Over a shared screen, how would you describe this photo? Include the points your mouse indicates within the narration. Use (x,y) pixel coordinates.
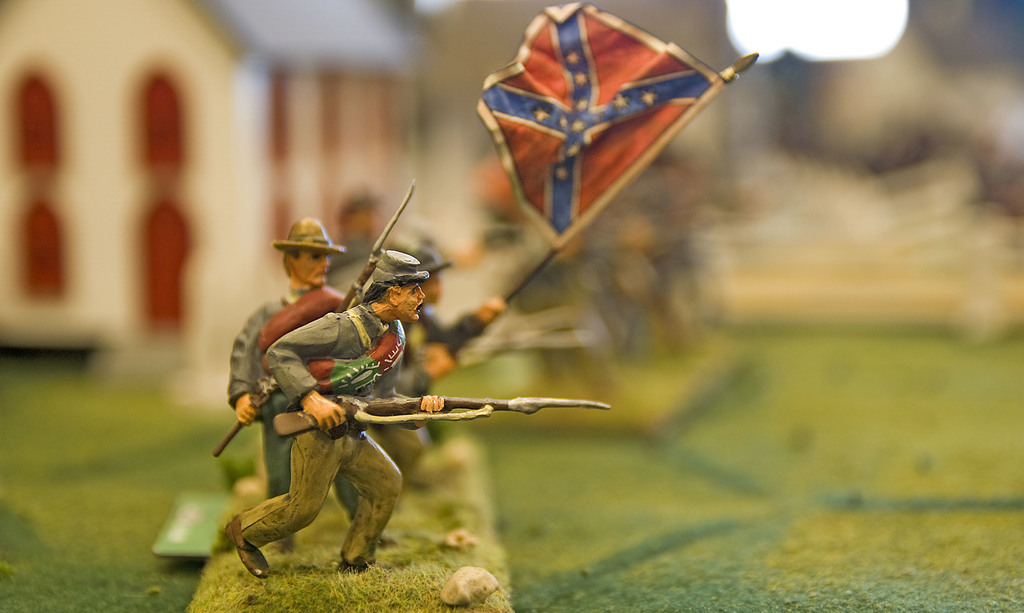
In this picture we can see there are toys (324,383) of people (302,405) and behind the toys (352,376) there is a blurred background (904,160).
